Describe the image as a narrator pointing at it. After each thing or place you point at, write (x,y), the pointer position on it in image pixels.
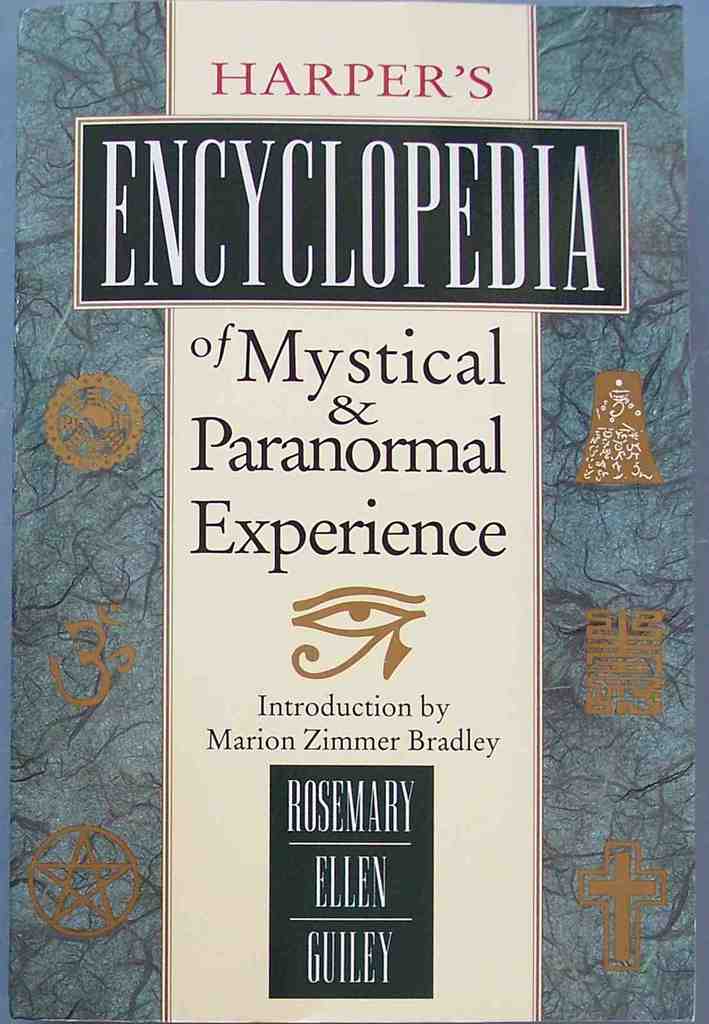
In this image we can see a poster (438,653). On this poster (386,267) we can see pictures (359,604) and text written on it.
